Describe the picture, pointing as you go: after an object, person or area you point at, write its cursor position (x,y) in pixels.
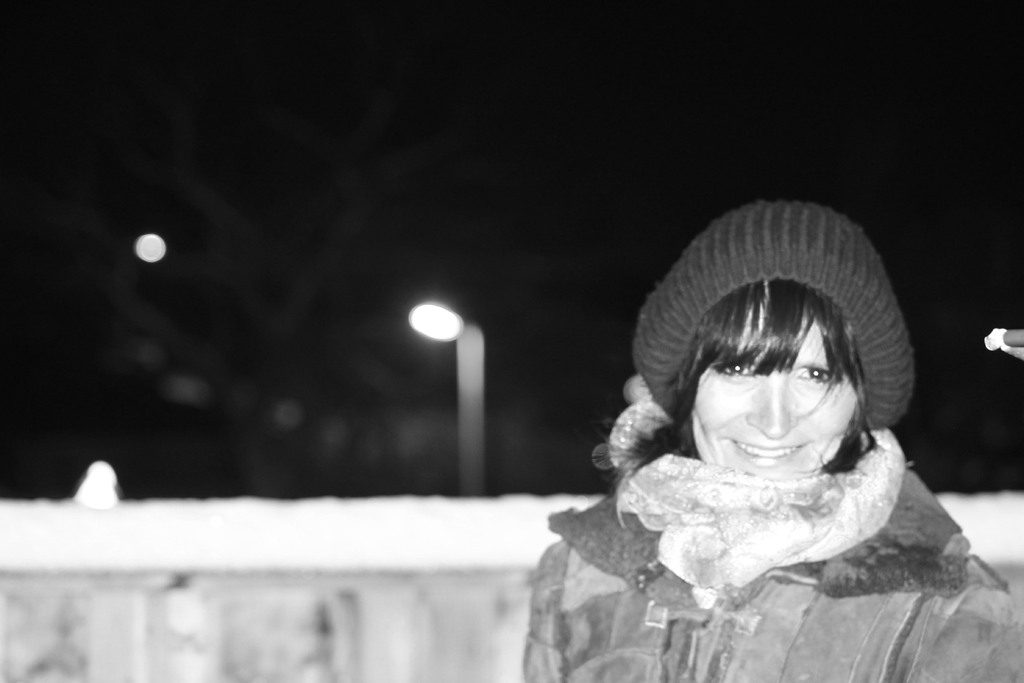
This is a black and white pic. On the right (715,395) there is a woman (768,449) and she is smiling and there is a cap (724,284) on her head (783,334). In the background (179,378) the image is blur but there are lights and other objects (417,661).
